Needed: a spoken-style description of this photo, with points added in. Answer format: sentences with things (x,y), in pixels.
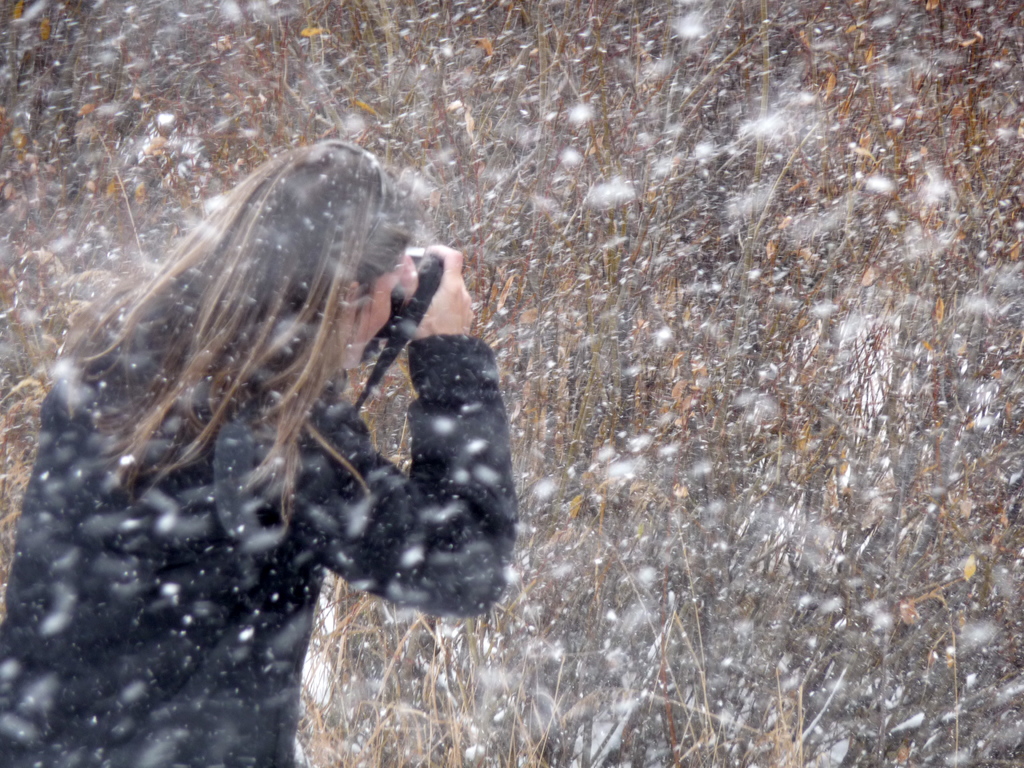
In this picture we can see a woman (100,599) holding a camera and in the background (350,620) we can see snowfall (333,615) on the grass (737,590).
